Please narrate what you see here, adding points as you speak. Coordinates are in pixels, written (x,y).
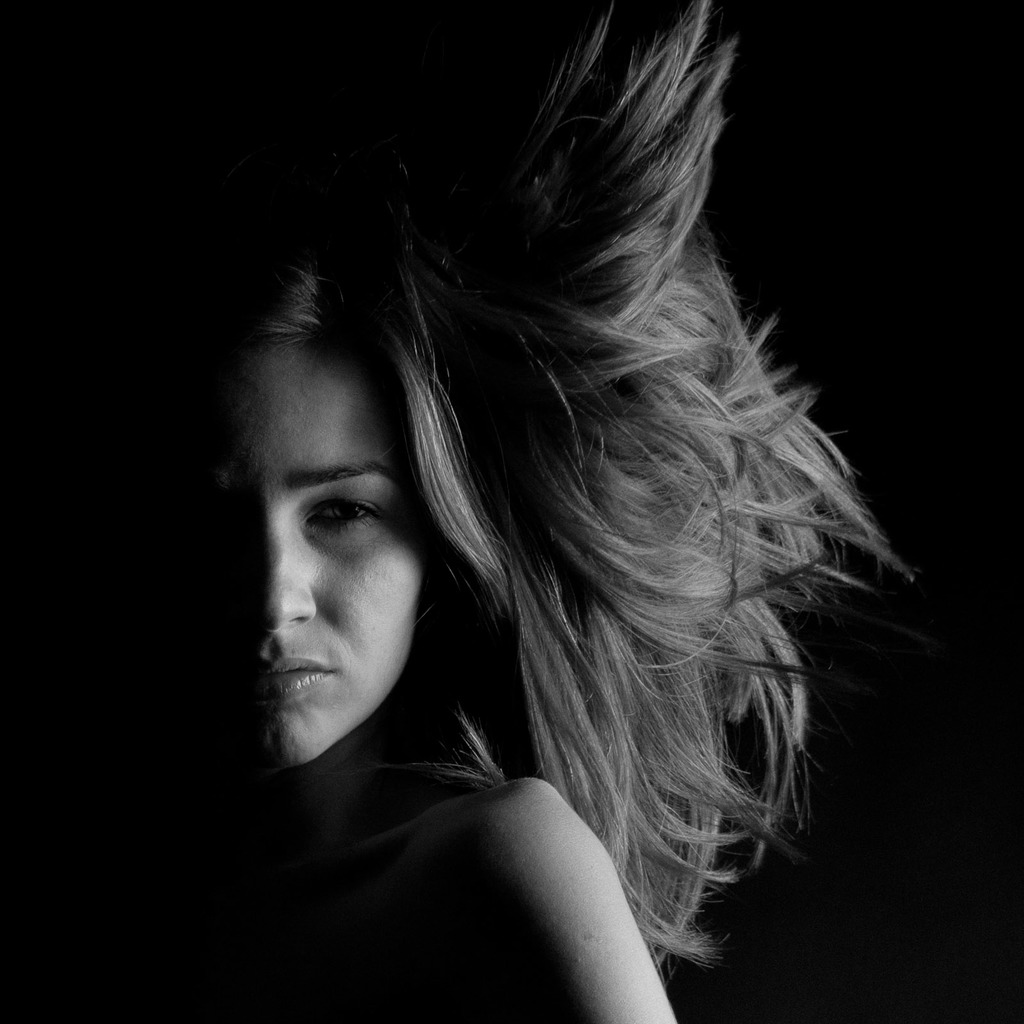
In this image, I can see a woman (524,666) and a dark color. This image is taken, maybe in a room (206,840).
